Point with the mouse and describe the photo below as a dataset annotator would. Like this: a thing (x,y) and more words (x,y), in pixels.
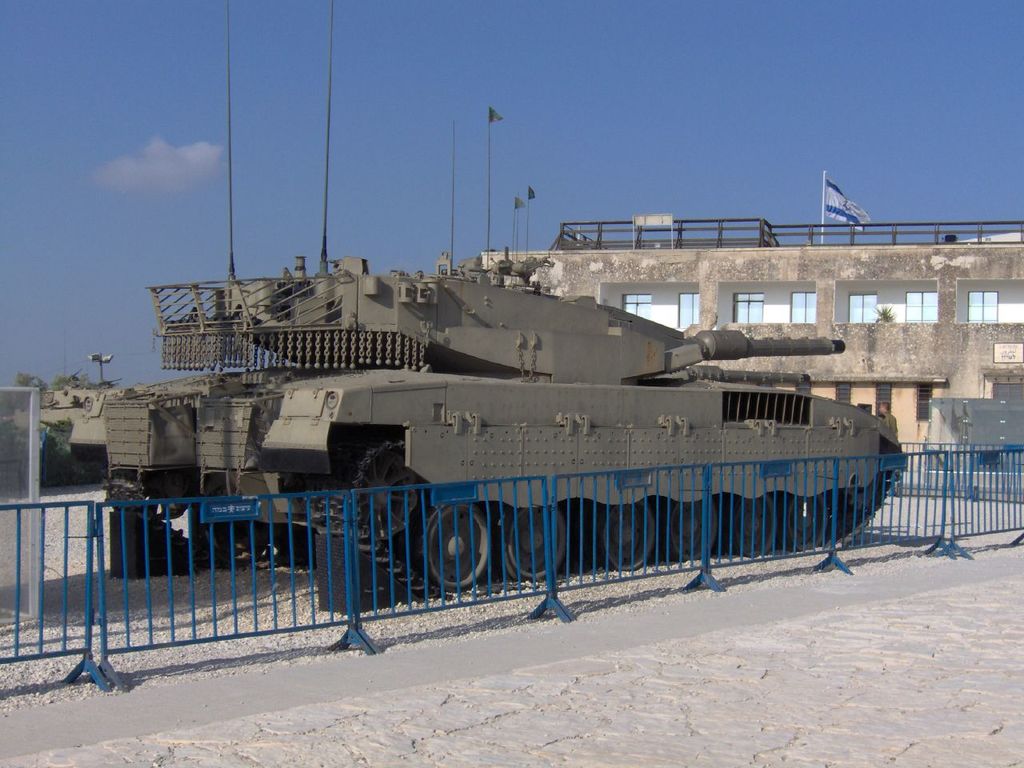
In the image we can see a vehicle (469,335), cement in color. Here we can see fence (354,583), footpath (803,678), stones (267,583) and building (897,359). Here we can see the windows (763,302) of the building (800,297) and the flag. Here we can see poles (528,250) and blue sky (574,111).
